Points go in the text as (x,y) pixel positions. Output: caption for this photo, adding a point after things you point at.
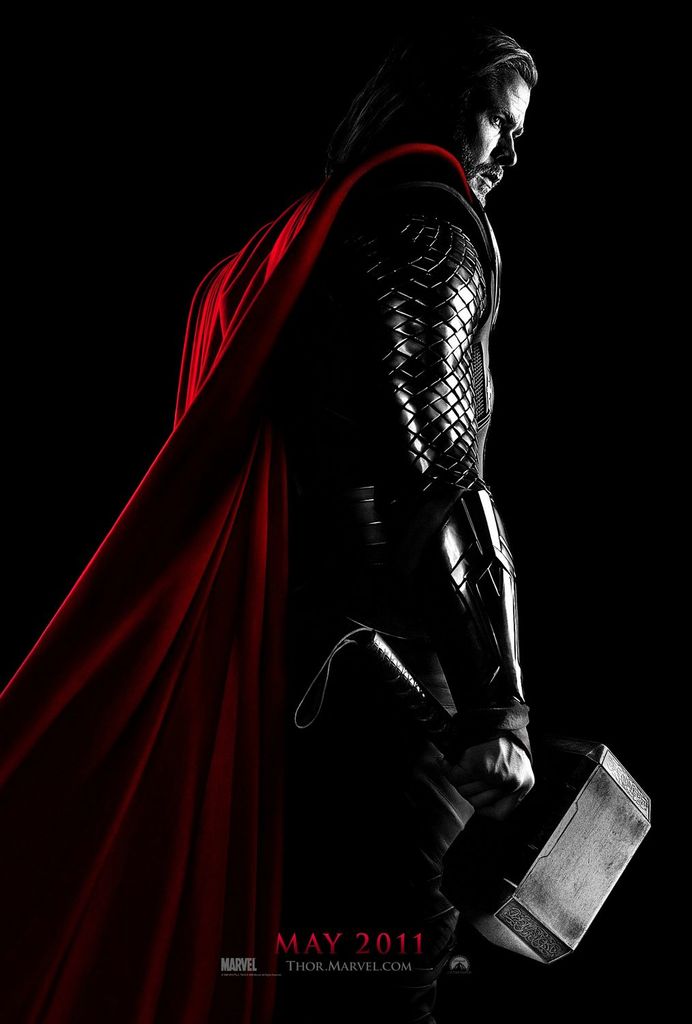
In the center of the image (233,385) there is a person (162,896) holding a hammer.
